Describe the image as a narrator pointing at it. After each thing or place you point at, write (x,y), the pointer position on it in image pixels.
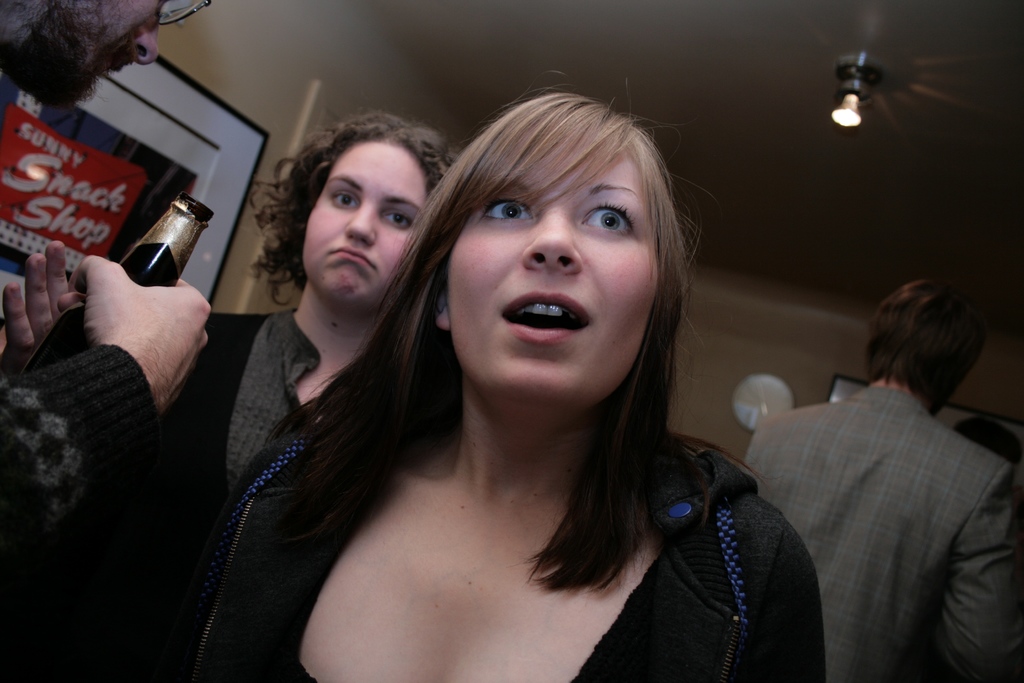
In this image I can see group of people (623,550). In front (745,607) the person (653,590) is wearing black color dress (747,584) and the person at left (89,281) is holding the bottle (156,241). In the background (201,122) I can see the few frames (207,114) attached to the wall (275,63) and the wall (806,362) is in brown color and I can also see the light (856,103).
